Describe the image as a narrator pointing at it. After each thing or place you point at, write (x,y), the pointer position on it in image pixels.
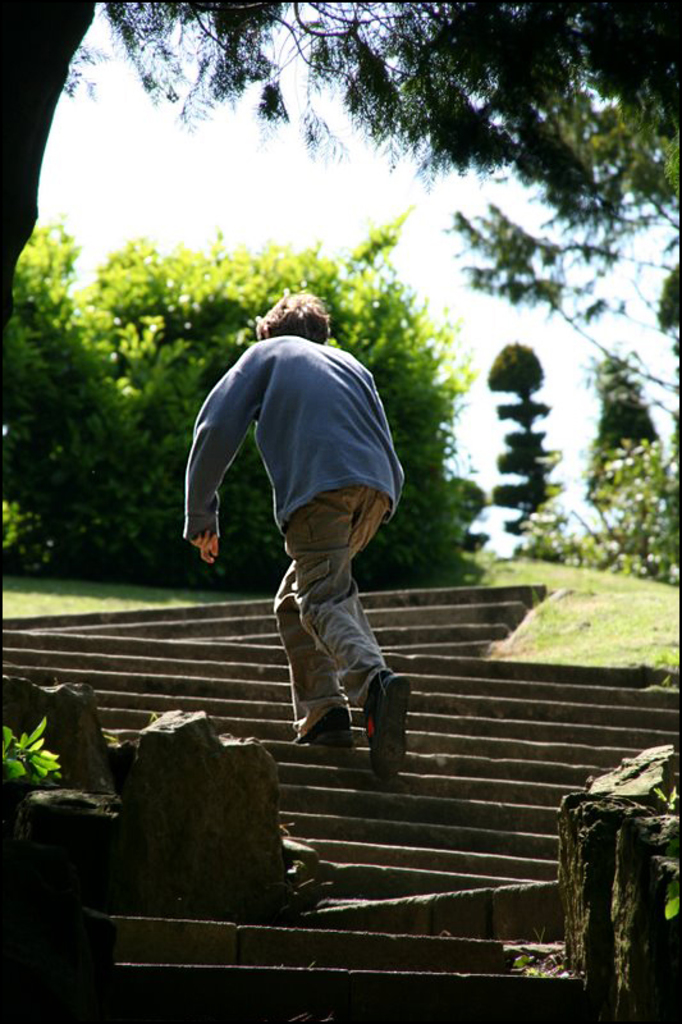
In this image, I can see a person (297,320) climbing the stairs (328,809). In the background (154,371), I can see the trees (631,431). On the left (168,781) and right side of the image (600,839), these are the rocks (167,799).
